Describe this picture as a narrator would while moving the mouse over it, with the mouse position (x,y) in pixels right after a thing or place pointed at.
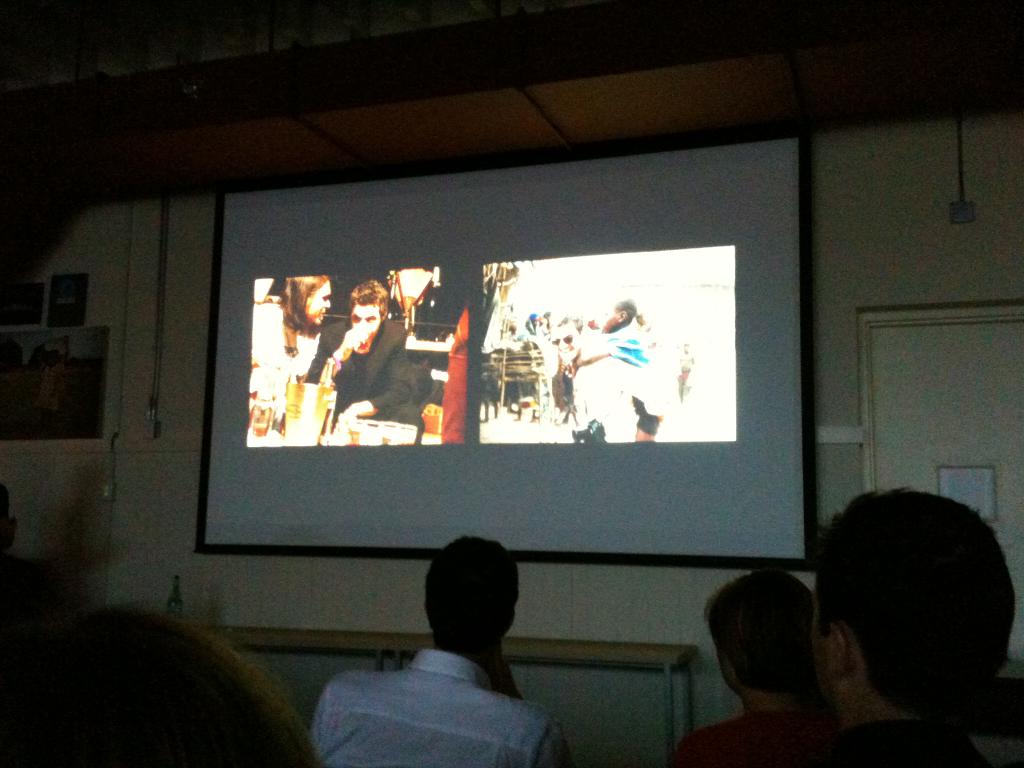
There are some group of people (145,647) sitting in front of a projector screen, looking at something which is playing on that screen (466,433). To the right of the screen (766,425) there is a door (928,404) and to the left of this projector screen (302,405) there are some frames (50,375) attached to the wall (93,443). There is a table (641,650) below the screen (572,524). In Front of the screen (570,543) there is a guy (414,678) wearing a white shirt (422,712).
